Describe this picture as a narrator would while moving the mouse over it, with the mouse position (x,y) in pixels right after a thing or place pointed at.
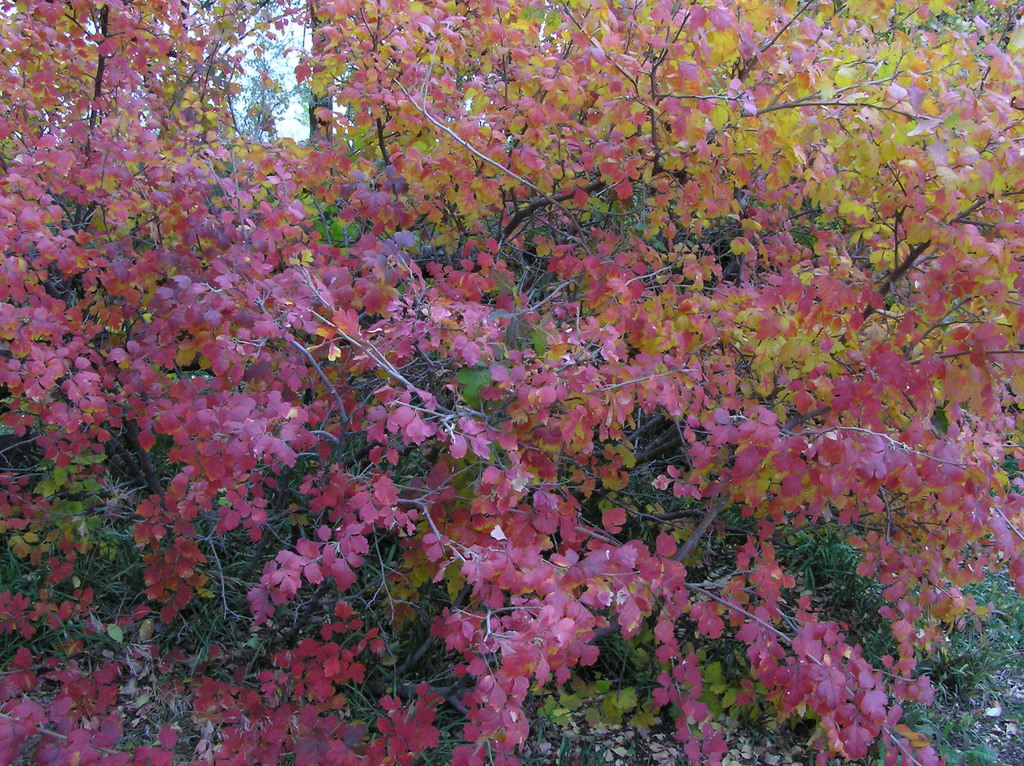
In this picture we can see trees (681,174) and leaves (431,299) in the front (707,245), there is the sky (249,64) in the background (249,64).
